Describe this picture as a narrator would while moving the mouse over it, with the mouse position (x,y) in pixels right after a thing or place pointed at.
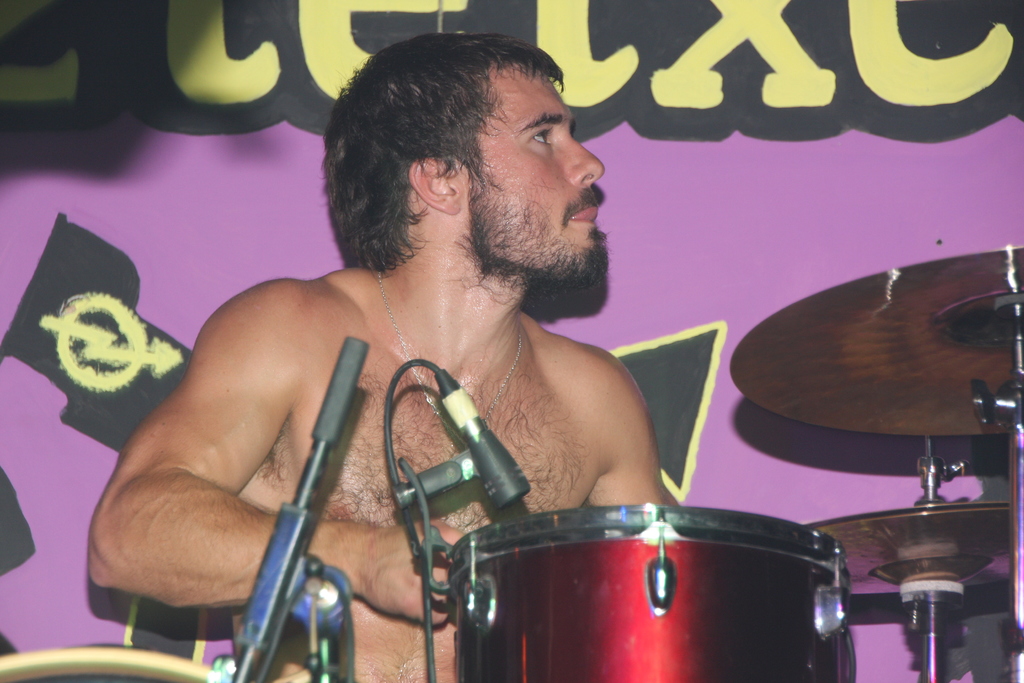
This man (330,300) is looking right side and playing this musical instruments (630,581).
